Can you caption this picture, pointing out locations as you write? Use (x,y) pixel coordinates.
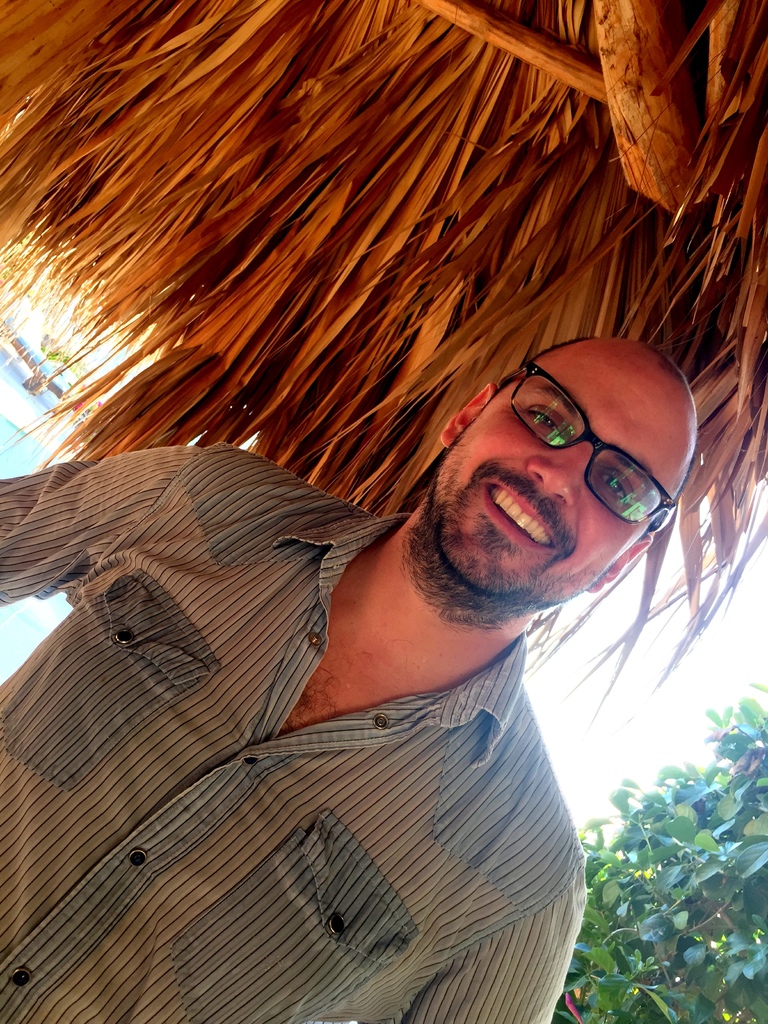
In this picture I can see a man (516,511) with a smile (537,510) on his face (541,500) and he wore spectacles (572,397) and I can see plants (628,895) and looks like a man (334,561) standing under the hut (209,179).
